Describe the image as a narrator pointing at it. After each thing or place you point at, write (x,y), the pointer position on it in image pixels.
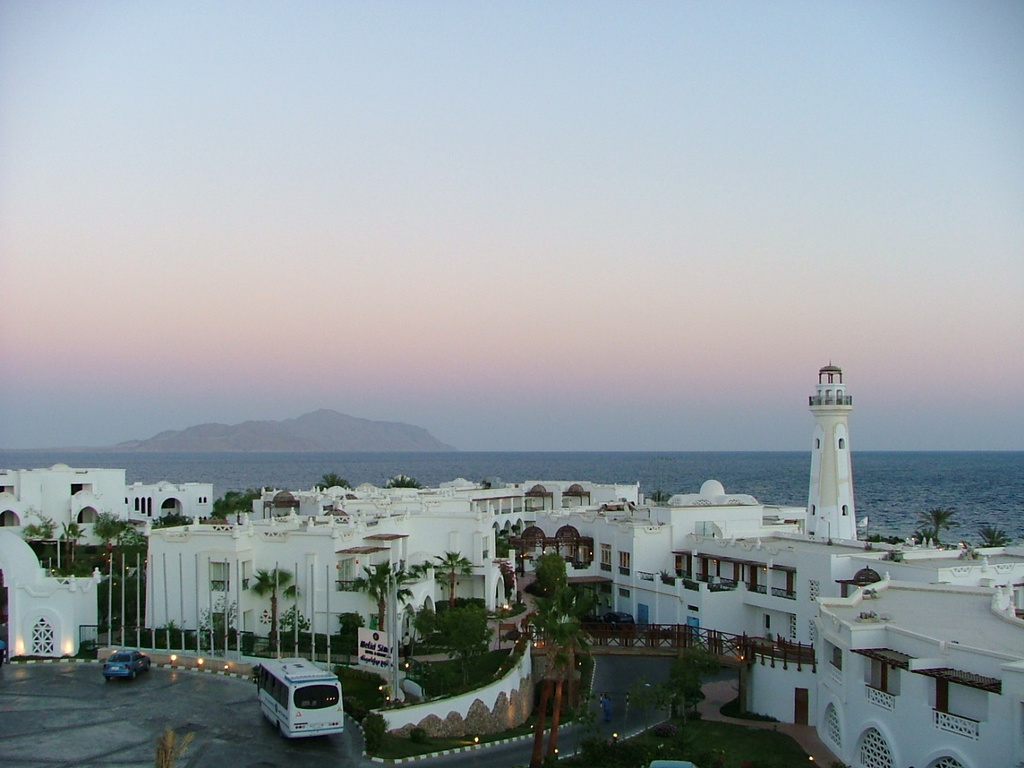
In the foreground of the image (247,697) we can see road (499,764), vehicles (309,665), buildings (394,549) and trees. In the middle of the image (478,469) we can see water body (584,460) and hills (240,442). On the top of the image (495,223) we can see the sky (362,345).
